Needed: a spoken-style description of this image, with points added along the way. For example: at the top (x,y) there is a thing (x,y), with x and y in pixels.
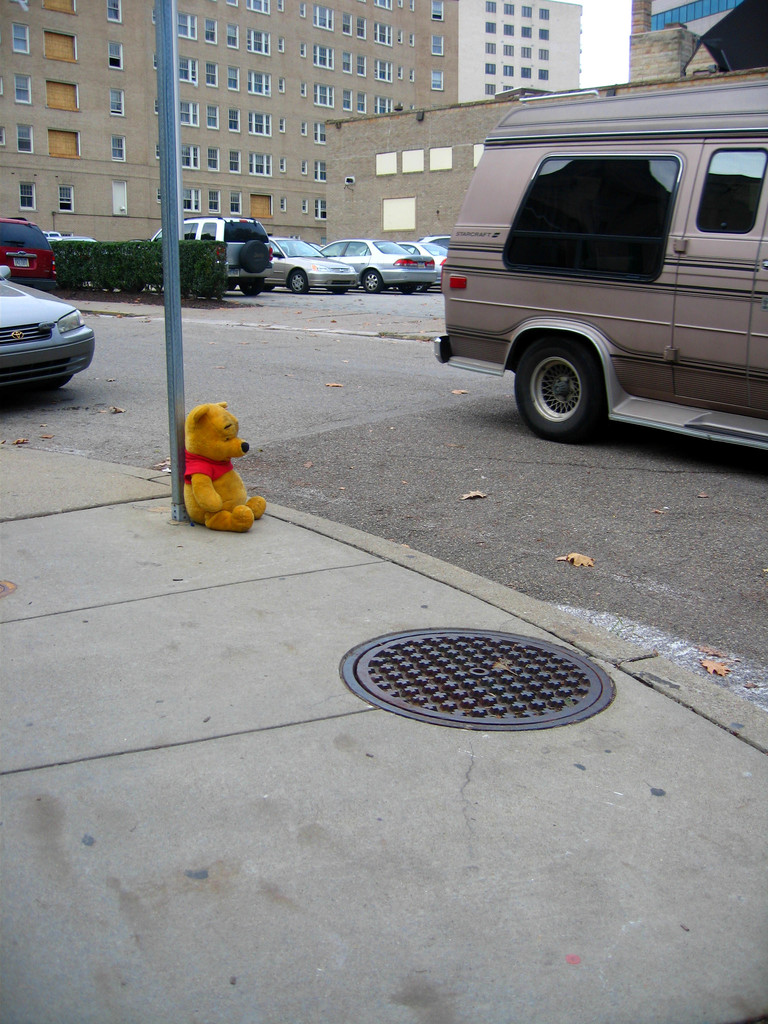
In this picture there is a teddy bear (236,483) on the left side of the image (206,475) and there are cars (453,287) and buildings (443,225) at the top side of the image (335,260).
